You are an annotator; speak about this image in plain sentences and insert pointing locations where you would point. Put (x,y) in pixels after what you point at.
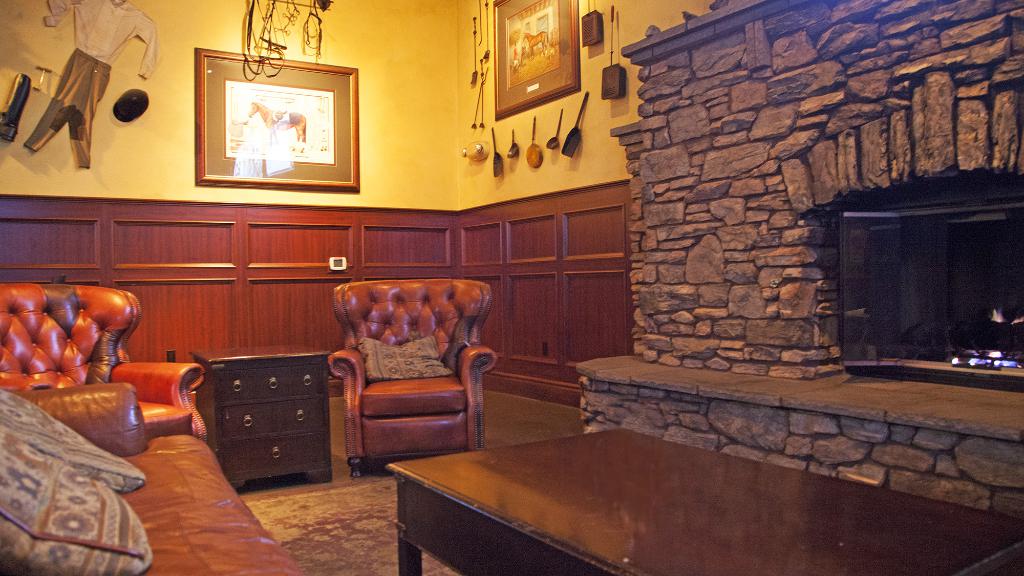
It is a closed room (283,332) and one sofa set (160,435) is there and one table (521,502) and small table (265,440) with shelves (261,441) are there. Behind the sofa (66,335) there is a wooden wall (404,226) and right of the picture (745,244) there is a fire place (955,202) built with stones (715,136) and beside it there is a wall (595,129) with some things (538,148) hanged on it and a picture (524,69) and another picture (345,129) and some clothes (59,113) hanged to the wall (154,122).
